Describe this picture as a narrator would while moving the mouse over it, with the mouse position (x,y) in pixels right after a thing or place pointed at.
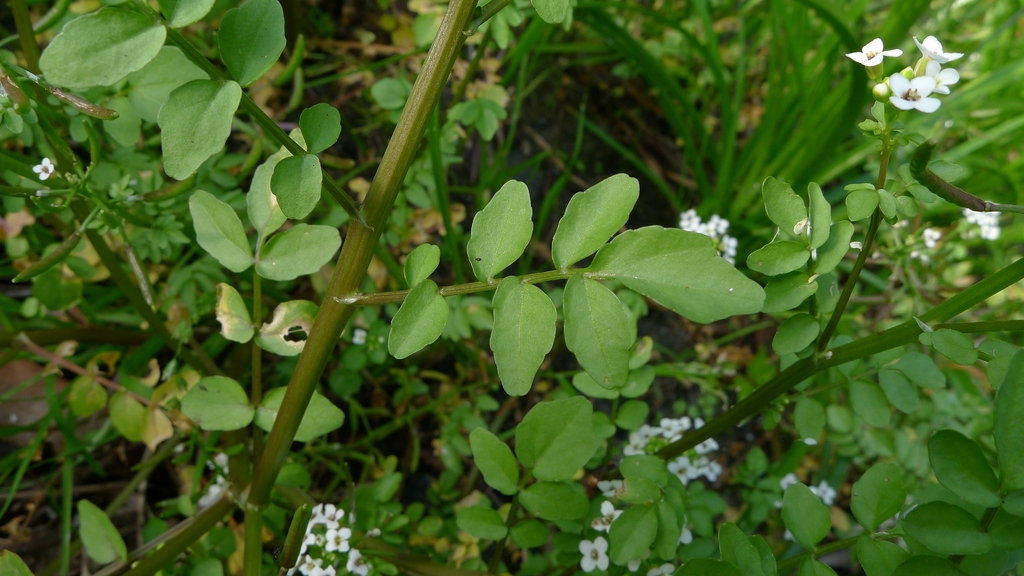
In this image I can see grass (651,172) and flowering plants (485,287). This image is taken in a farm (272,409).
